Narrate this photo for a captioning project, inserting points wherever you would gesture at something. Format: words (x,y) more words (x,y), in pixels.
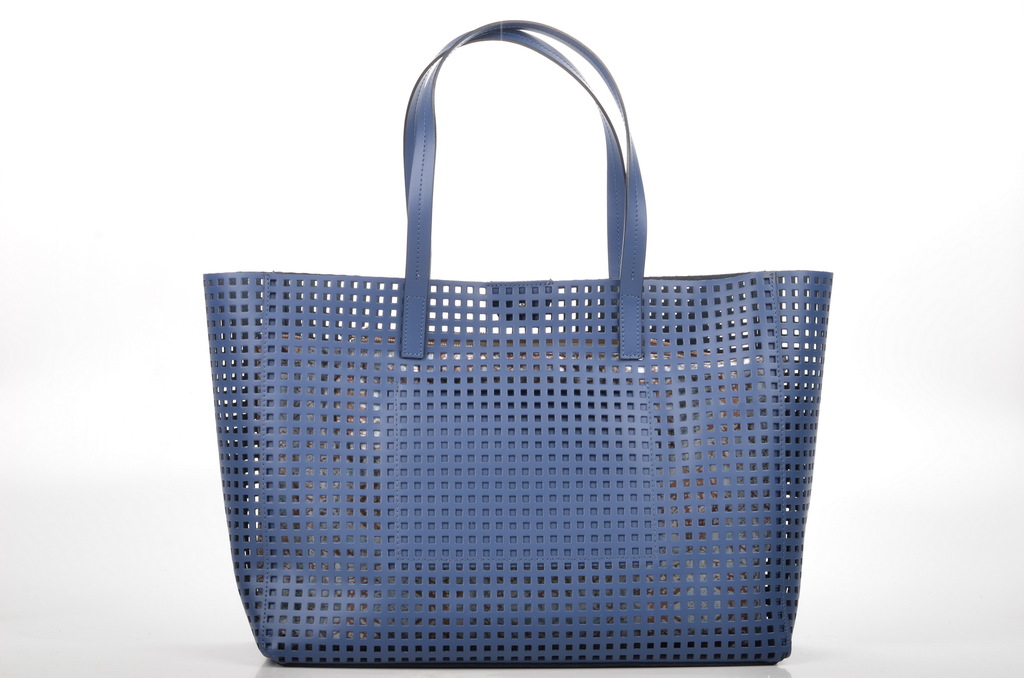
There is a blue colour hand bag (501,321). Which contains small holes (548,382) in it.
